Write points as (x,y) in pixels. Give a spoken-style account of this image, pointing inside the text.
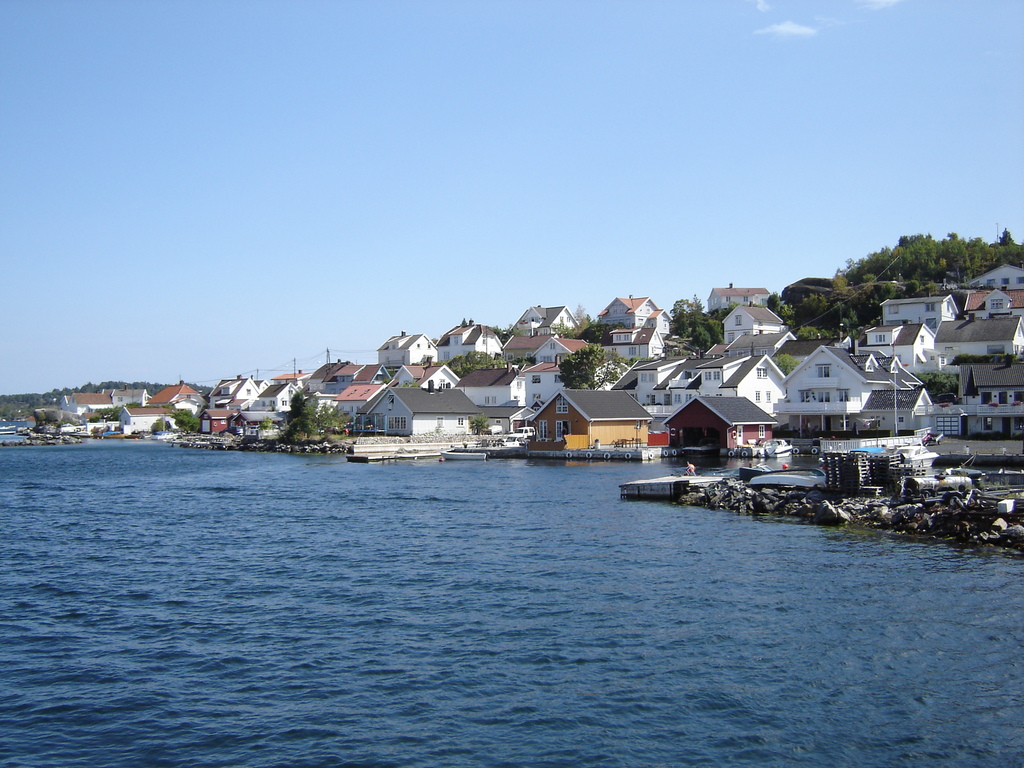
This picture might be taken outside of the city. In this image, on the right side (789,396), we can see some houses (745,435) and buildings (736,446), windows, trees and a dock (983,505). On the left side (30,418), we can also see some houses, trees (12,418). On the top (579,188), we can see a sky (353,171), at the bottom (427,578) there is a water (217,741).
